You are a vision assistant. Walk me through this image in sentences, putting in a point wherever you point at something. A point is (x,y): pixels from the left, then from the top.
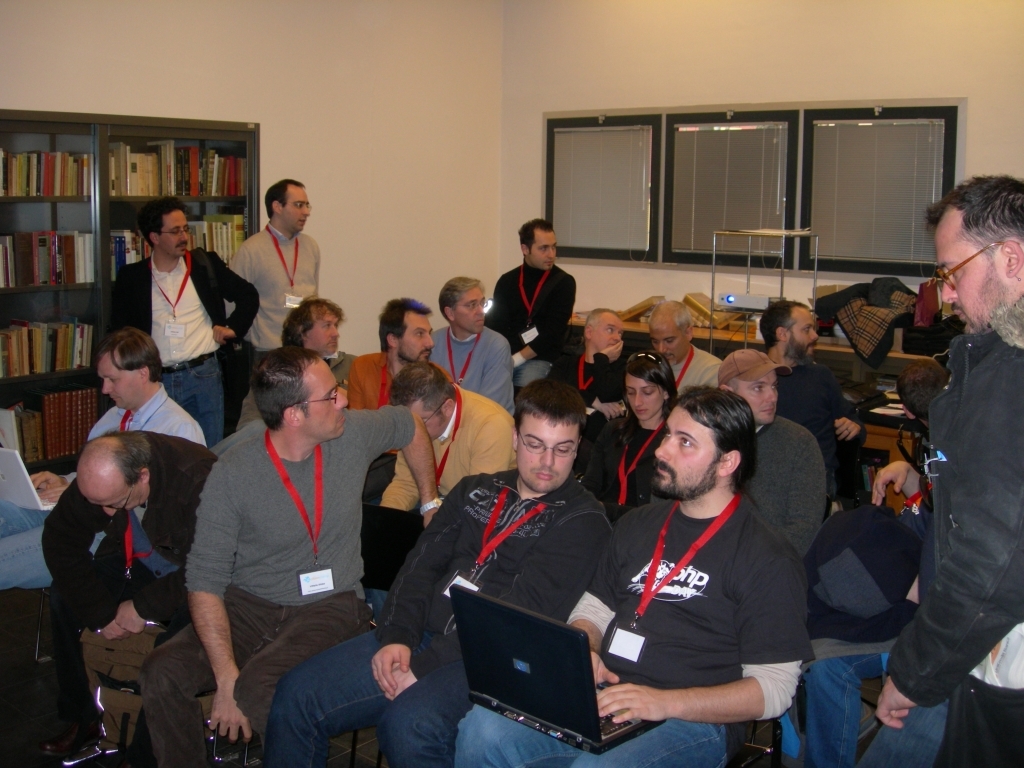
This picture shows few men (457,343) seated and few are standing and all the people (329,511) wore id cards (466,577) and we see few of them holding laptops (12,458) in their hands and we see a projector (758,302) and few clothes (877,336) on the table (734,335) and we see a bookshelf (16,129) on the left (148,128) with books (26,174) in it.
